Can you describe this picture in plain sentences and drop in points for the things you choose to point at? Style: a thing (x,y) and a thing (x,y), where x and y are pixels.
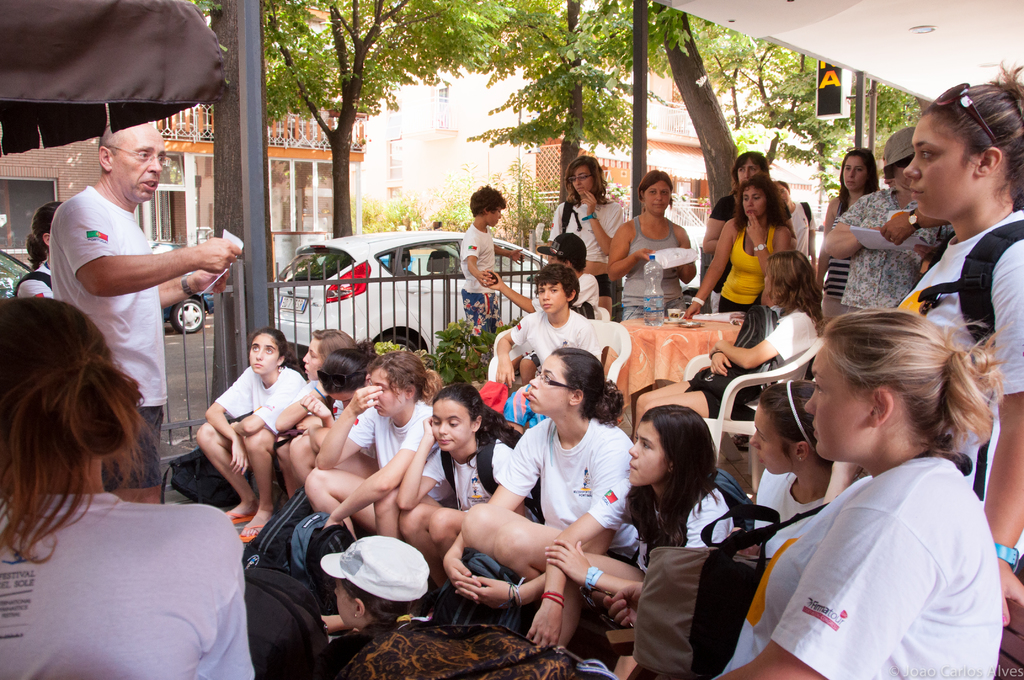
In this image, we can see many people (283,404), some of them are sitting and some of them are standing. In the background (316,154), we can see trees (372,90), buildings (403,107), signboards (838,93), vehicles (327,289) and there is a bottle (657,291) and a cup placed on the table (681,334).
